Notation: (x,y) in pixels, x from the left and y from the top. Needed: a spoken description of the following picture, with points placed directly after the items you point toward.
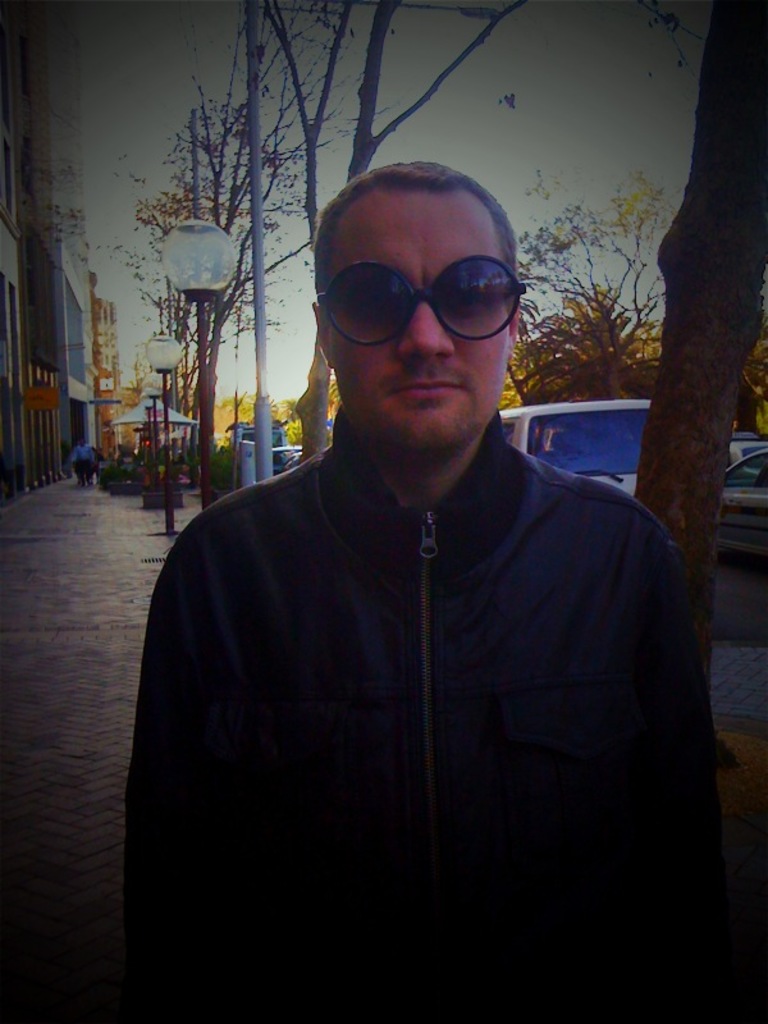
In this picture we can see a man (285,797) wearing black jacket (352,639) and sunglasses (448,306), standing in the front (489,780) and giving a pose to the camera. Behind we can see some dry trees (185,378), lamp posts (200,344) and cars (239,428). On the left side (101,383) we can see some buildings (88,378).
